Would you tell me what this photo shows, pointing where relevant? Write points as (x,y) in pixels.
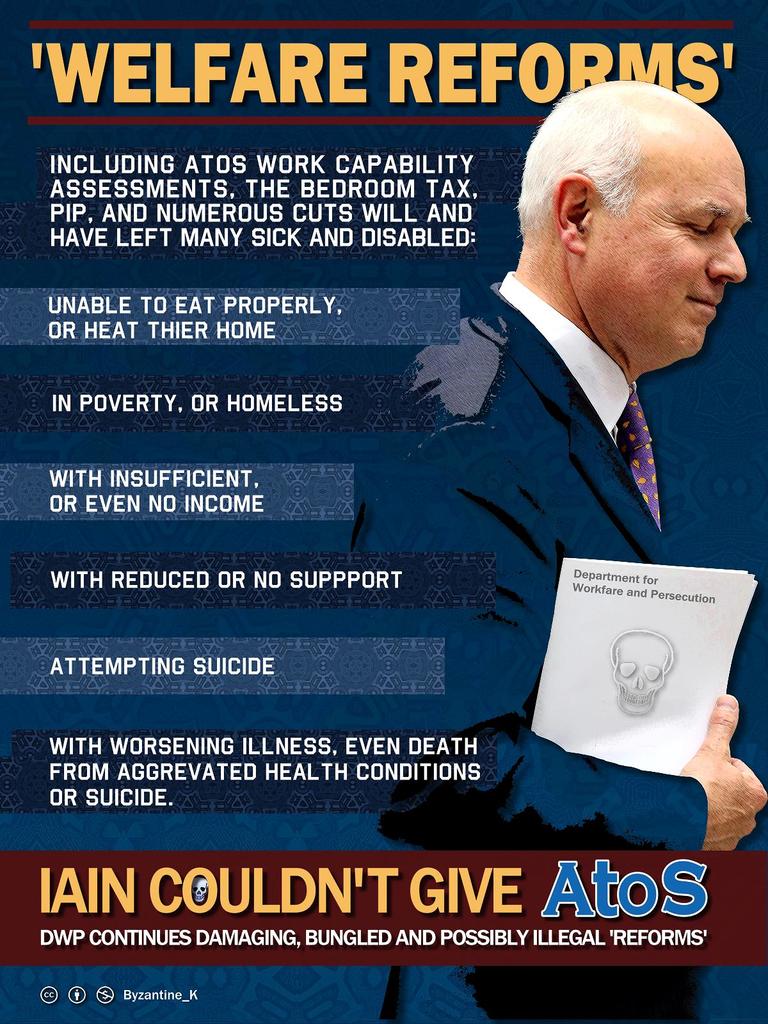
In this image there is a poster (312,491) with an image (647,266) of a person (653,276) holding paper (576,733) and some text (218,588) on it.
